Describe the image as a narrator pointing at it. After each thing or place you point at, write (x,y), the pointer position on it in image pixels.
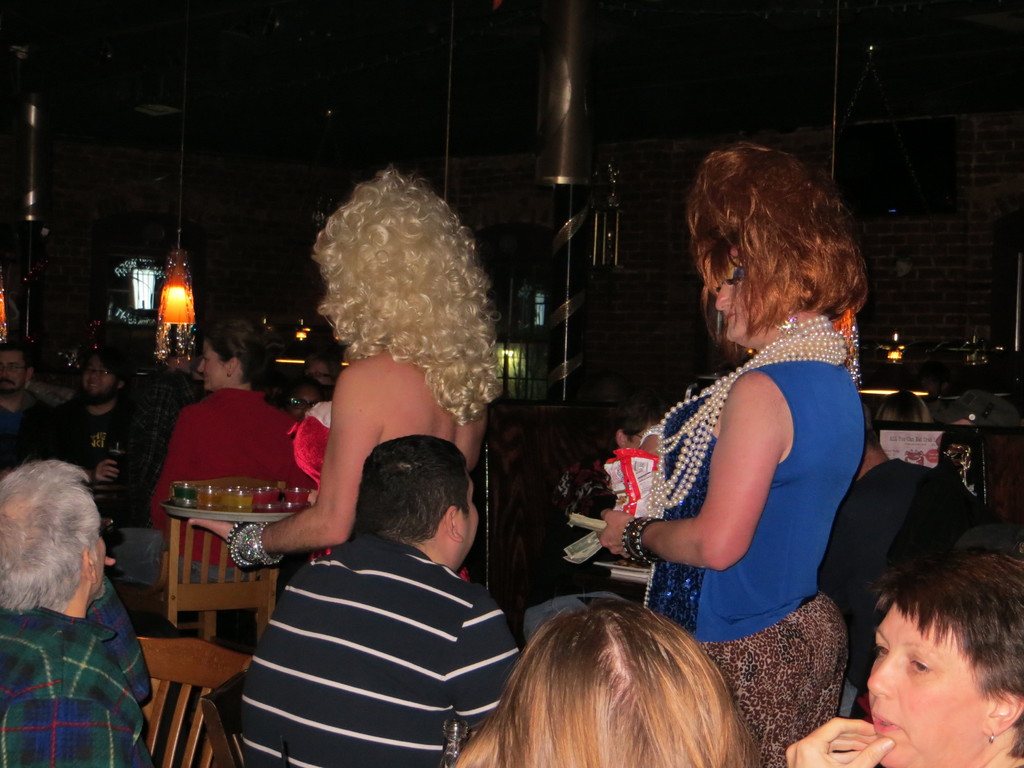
In this image there are two women (394,320) standing, they are holding an object (242,494), there are a group of persons (285,676) sitting on the chairs (176,545), there is a wall (983,130) towards the right of the image (955,240), there are lights (176,313), there is an object (540,137) towards the top of the image (594,129), there is roof (392,49) towards the top of the image (964,76), there is an object (28,311) towards the left of the image (27,235), the background of the image (42,282) is dark.
